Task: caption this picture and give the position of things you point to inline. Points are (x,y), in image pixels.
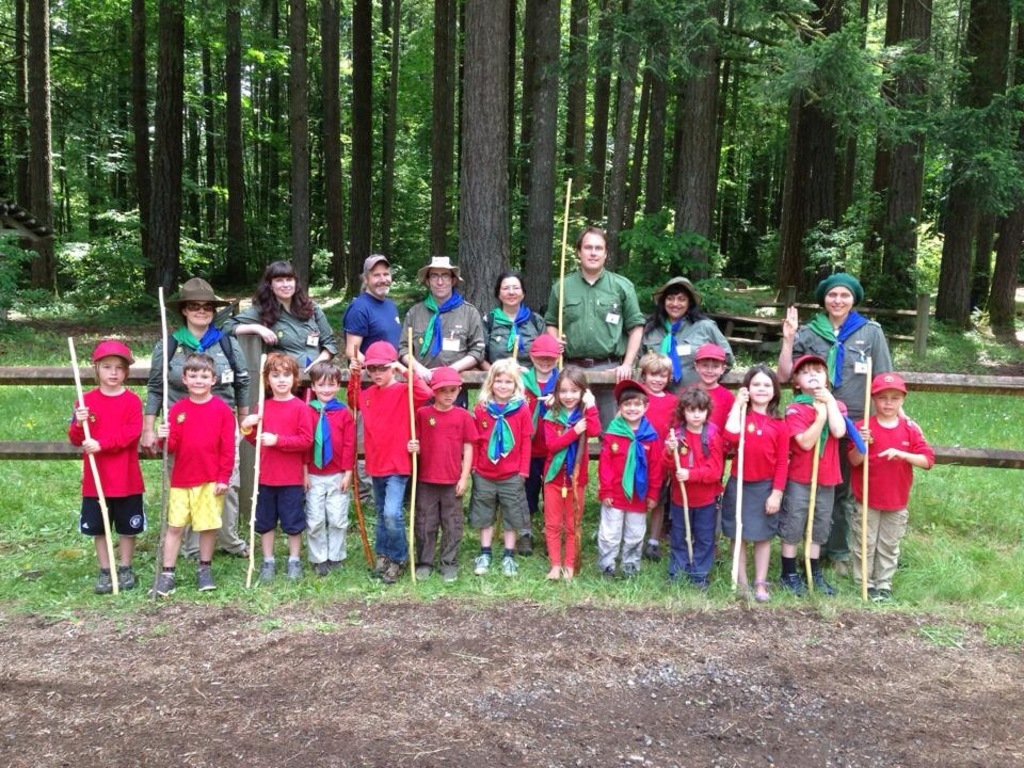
In this image, we can see a group of people (851,322) and kids (496,404) are standing on the grass (991,539) and watching. Few people (308,445) are smiling and holding sticks (163,401). Here we can see a railing (987,385). At the bottom (773,756), there is a walkway (226,611). Background (900,180) there are so many trees (1007,193) and plants (139,311).
